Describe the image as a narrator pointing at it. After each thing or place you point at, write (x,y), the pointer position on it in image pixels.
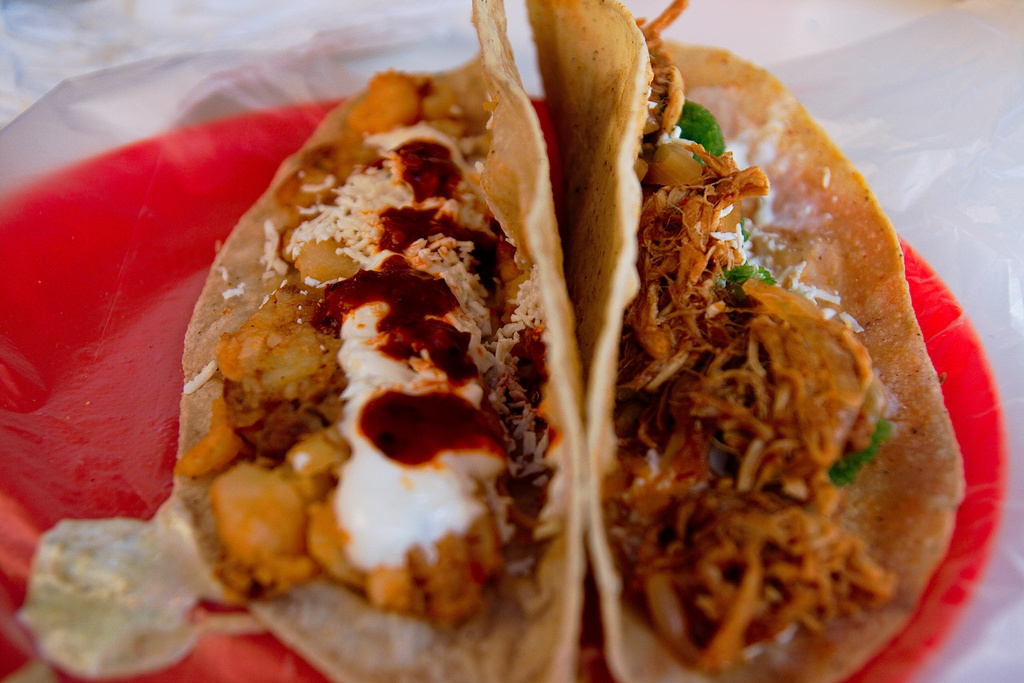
In this picture I can observe some food (488,362) placed in the red color plate (225,182). The food (417,429) is in red, white and cream color.
